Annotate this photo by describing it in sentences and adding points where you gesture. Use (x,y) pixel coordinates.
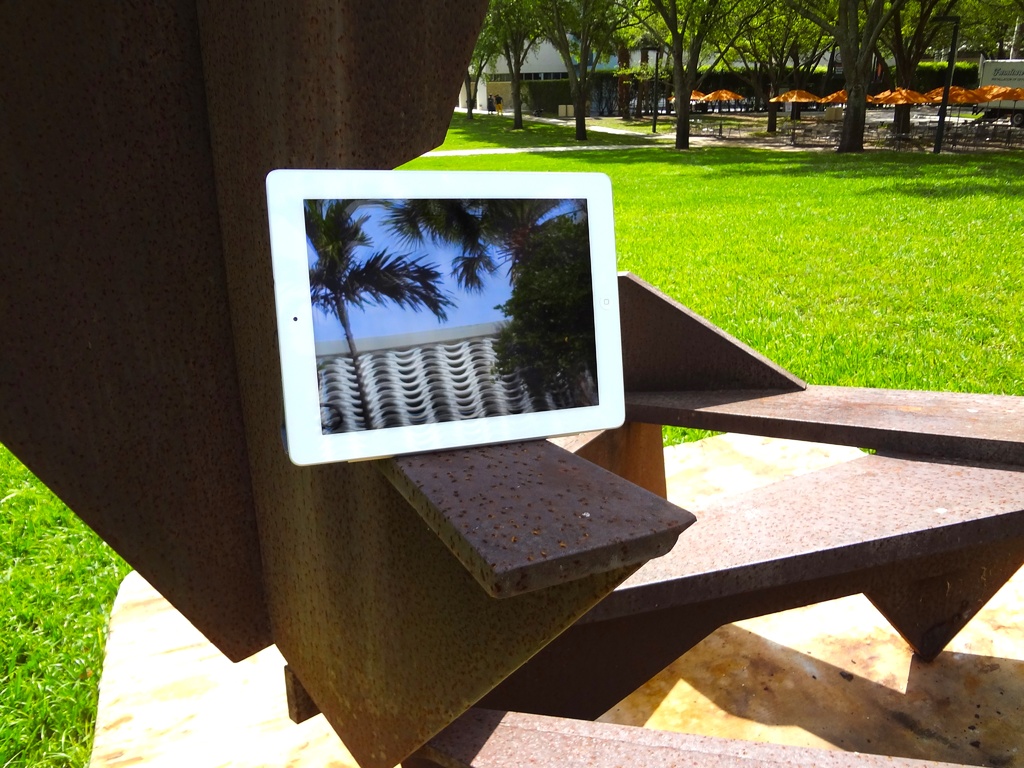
In the center of the image (421,342), we can see a tab (407,354) on the stairs (641,539) and in the background (673,31), trees (658,34), sheds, tents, poles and there is a vehicle (994,65). At the bottom (56,625), there is ground (773,250) covered with grass (789,251).
